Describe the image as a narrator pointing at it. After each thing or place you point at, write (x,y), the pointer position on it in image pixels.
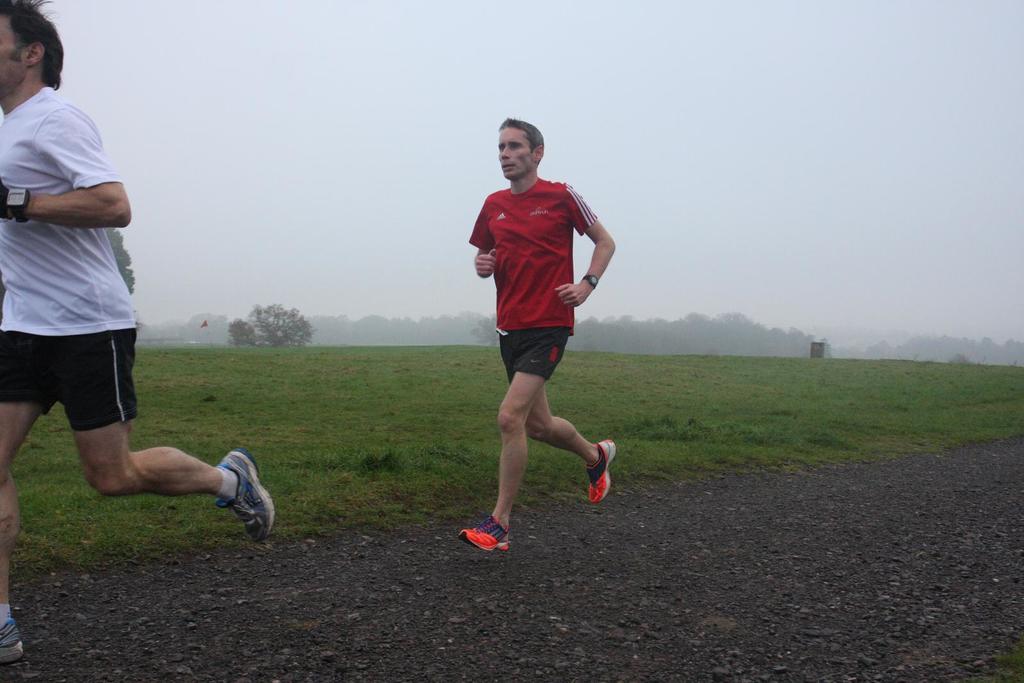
In the image there are two men (511,507) jogging on a land (634,511) and around them there were a lot of trees (341,340) and the land (392,445) is covered with grass (421,347), the climate is very cool with fog (808,235) everywhere.
